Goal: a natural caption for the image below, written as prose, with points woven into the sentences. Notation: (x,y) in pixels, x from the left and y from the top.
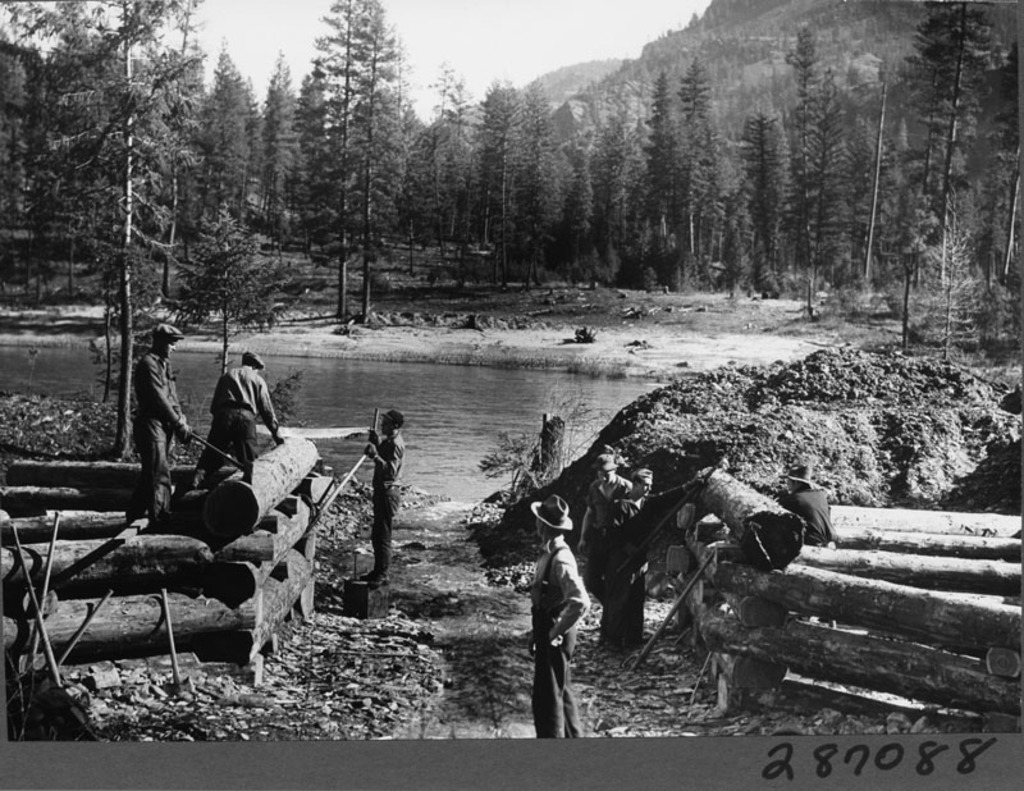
In this black and white picture few persons (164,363) are standing on the land (393,586). Left side (210,427) few persons (164,459) are standing on the wooden trunks (147,589). There are few wooden trunks (794,584) on the land (490,604). Middle of the image (478,419) there is water (459,389). There are few trees (741,188) on the land (711,334). Behind there are hills (616,66). Top of the image (490,42) there is sky (436,50).
